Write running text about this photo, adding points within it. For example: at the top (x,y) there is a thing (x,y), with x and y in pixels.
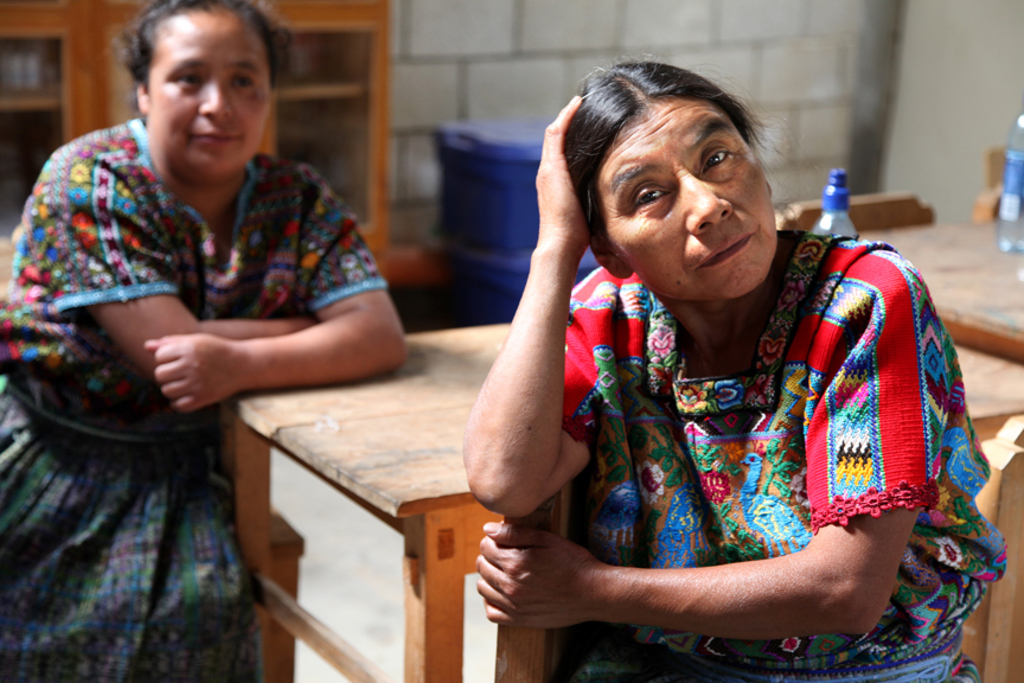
In the image we can see two women (739,364) sitting on the chair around the table (458,418), on table (968,255) we can see two bottles (1010,171). And back there is a wall (438,51) and cupboard (332,131) and few other objects (493,138).
